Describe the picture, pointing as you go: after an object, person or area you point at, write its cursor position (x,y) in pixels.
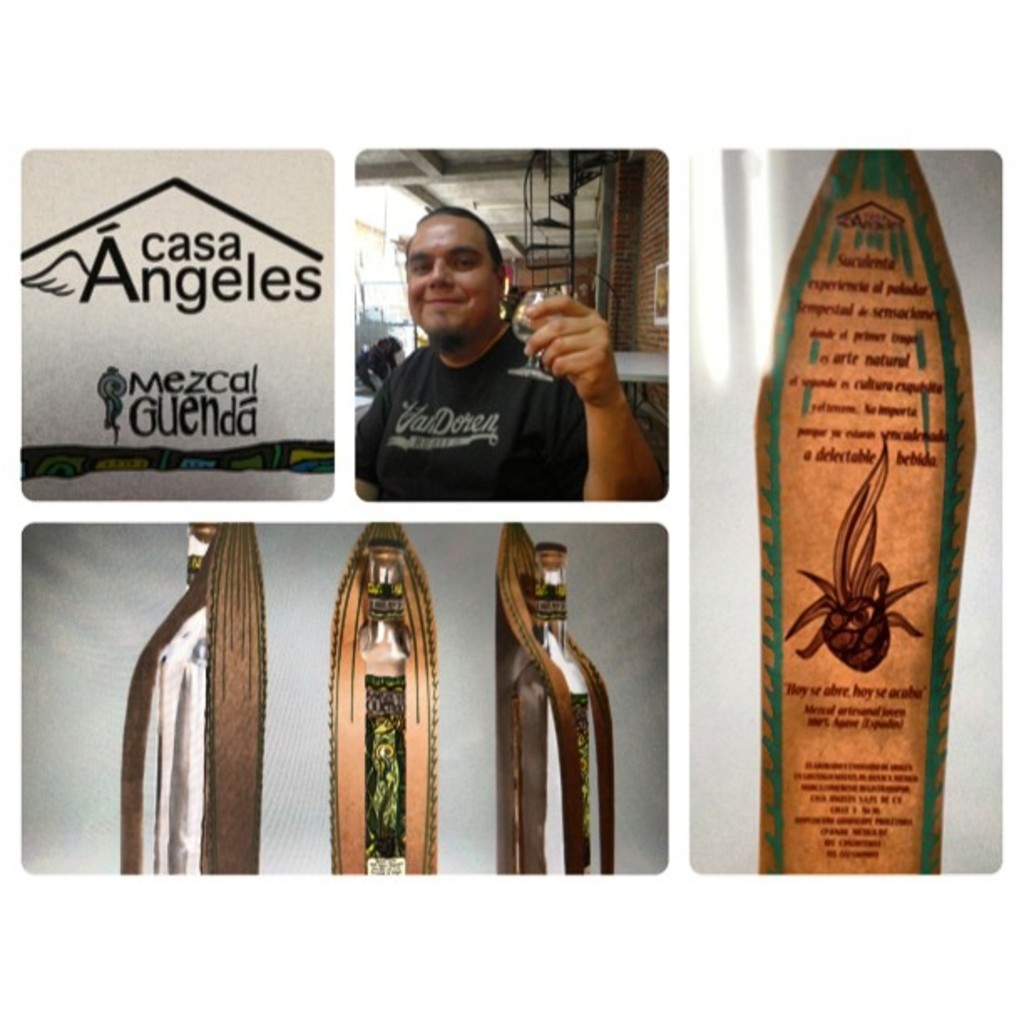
The image consists of several images, In the second picture there is a man (541,342) and over the bottom picture there are bottles (551,600) and over to the last picture there is written script (851,267).
